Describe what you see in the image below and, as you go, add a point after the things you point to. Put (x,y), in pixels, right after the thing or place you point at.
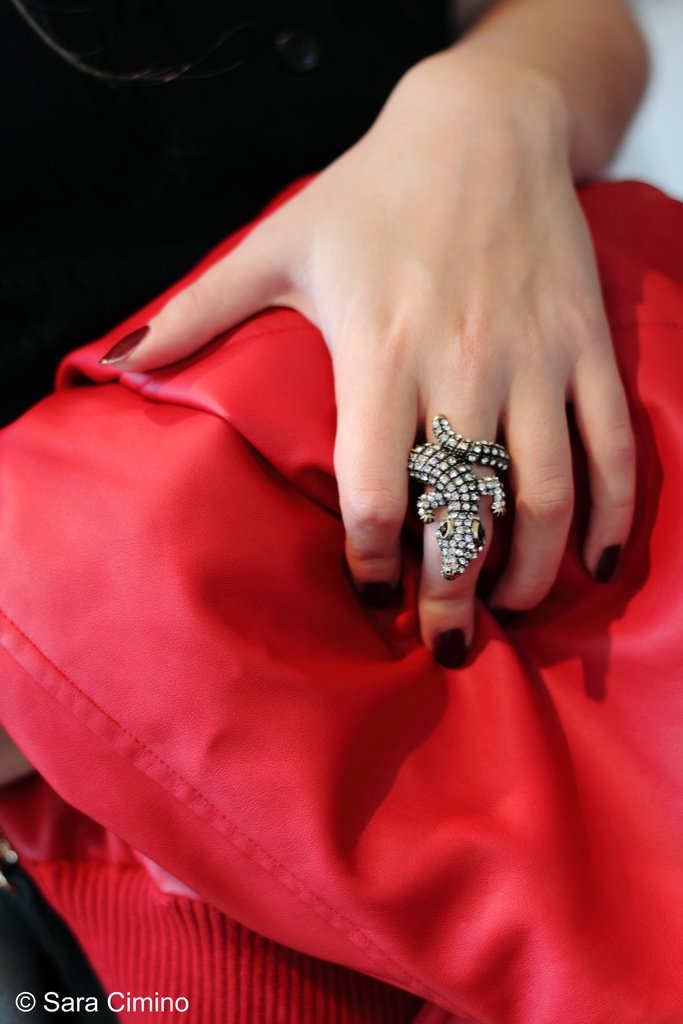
In this image I can see a person hand (530,335) and ring (480,534). I can see a red color cloth (528,763).
